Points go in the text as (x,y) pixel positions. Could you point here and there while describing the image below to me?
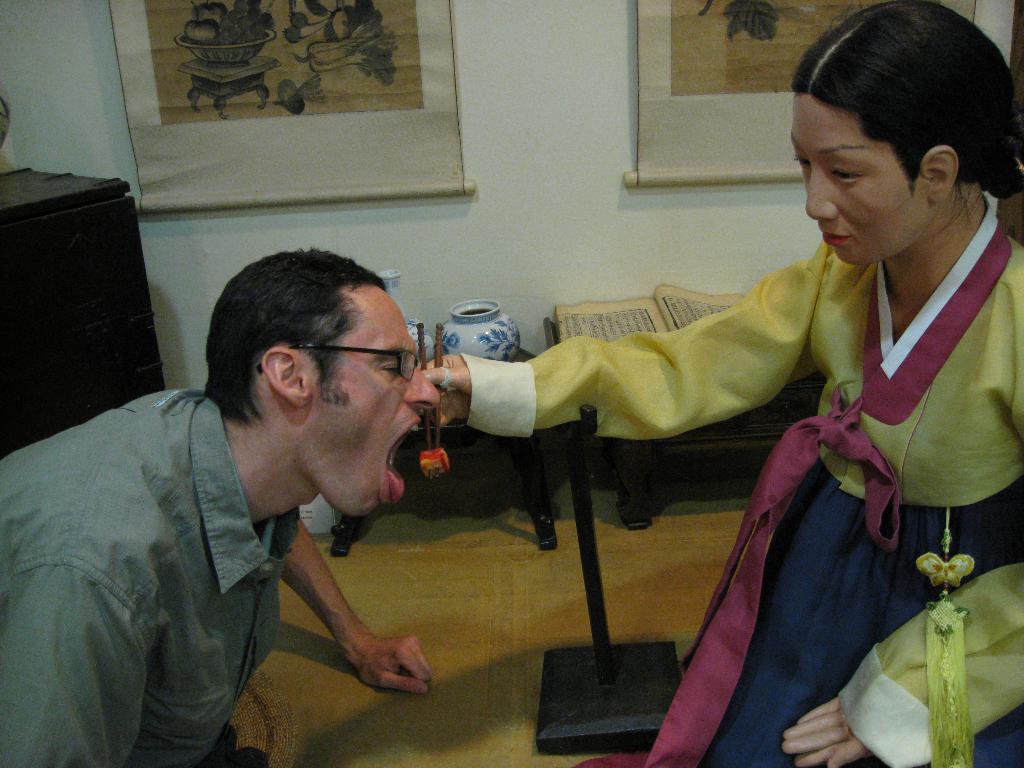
In this image we can see a statue (842,367) of a woman (665,371) with a stand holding some food (426,468) with the chopsticks (440,379). We can also see a man (307,583) in front of it. On the backside (80,270) we can see a cupboard (88,415), a pot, vase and a book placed on the tables (671,449). We can also see some banners (384,102) with the pictures (396,90) on a wall (507,200).
